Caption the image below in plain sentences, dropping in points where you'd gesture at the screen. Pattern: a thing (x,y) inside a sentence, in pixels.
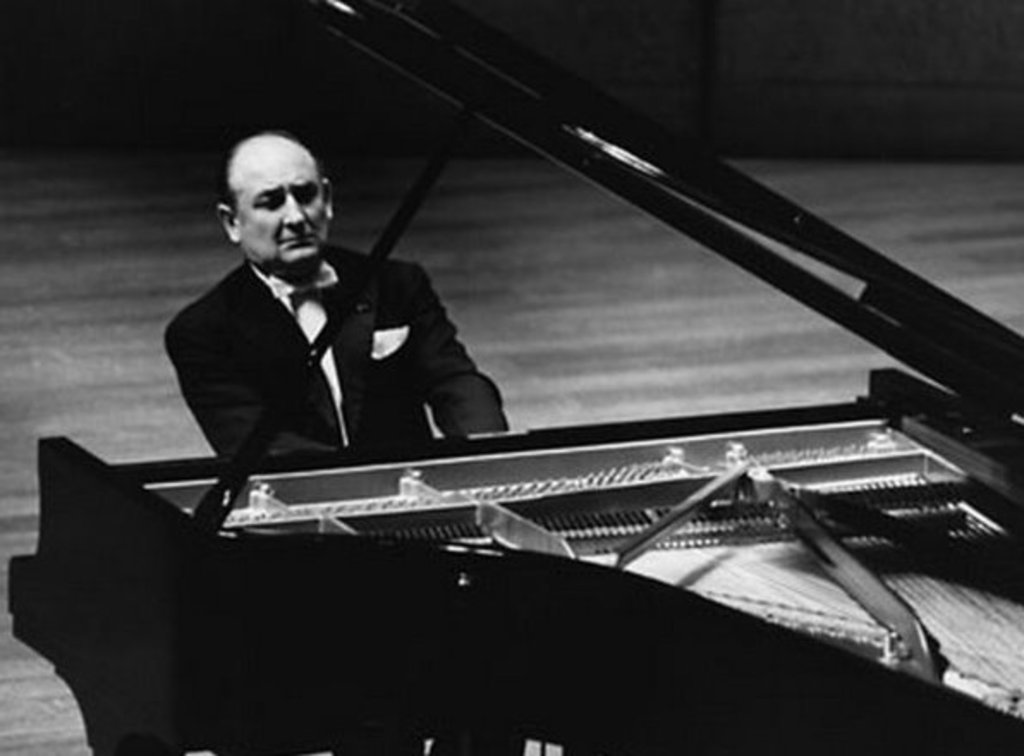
In this image I can see the person (367,346) sitting in front of the piano (630,519).
